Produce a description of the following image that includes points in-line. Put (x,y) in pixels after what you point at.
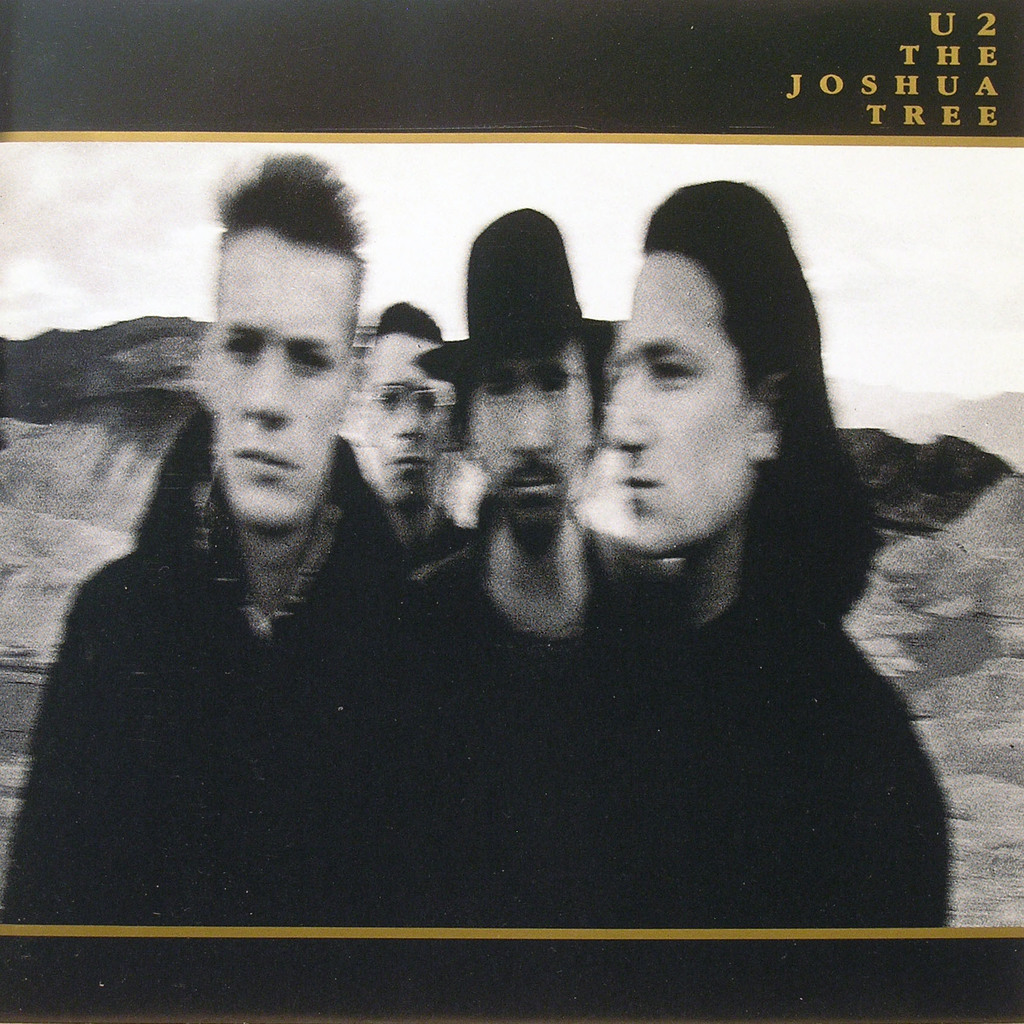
It is the black and white image in which we can see there are four men (479,538) in the middle (479,538). On the right side (916,114) top there is some text (872,91).
